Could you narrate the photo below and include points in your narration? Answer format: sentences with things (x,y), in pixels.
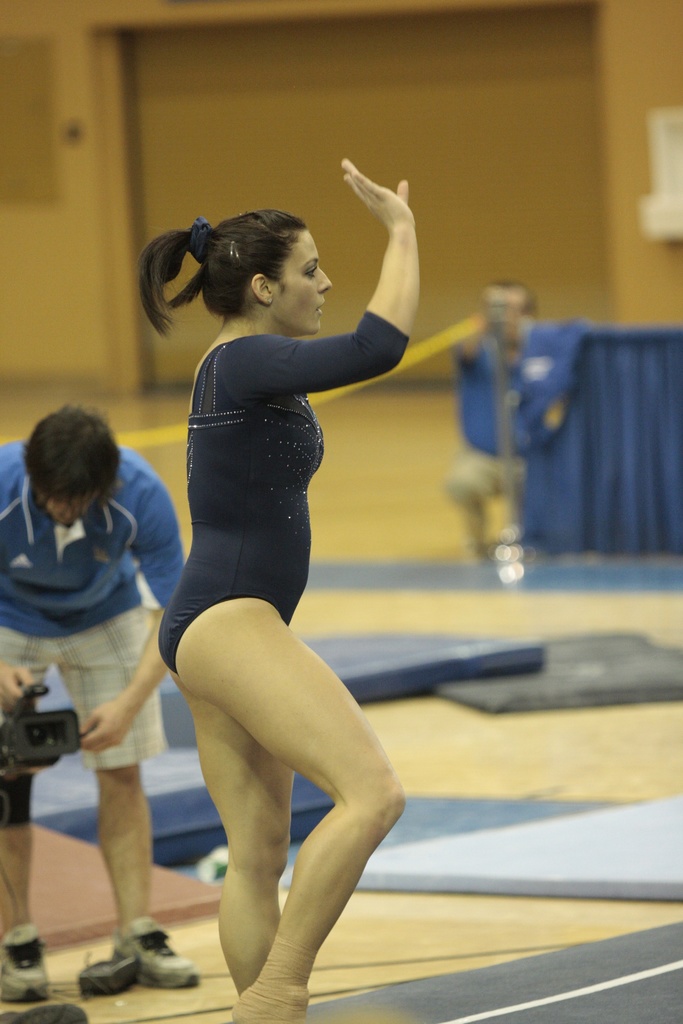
In the center of this picture (292,637) we can see a woman (262,344) wearing blue color dress (248,455) and seems to be standing. On the left (97,564) there is a person (76,515) holding a camera (59,729) and standing on the ground (464,900) and there are some objects (497,656) lying on the ground (590,590). In the background (541,270) we can see the wall (99,372), cloth (609,424) and a person (527,402) and some other objects (506,385).
